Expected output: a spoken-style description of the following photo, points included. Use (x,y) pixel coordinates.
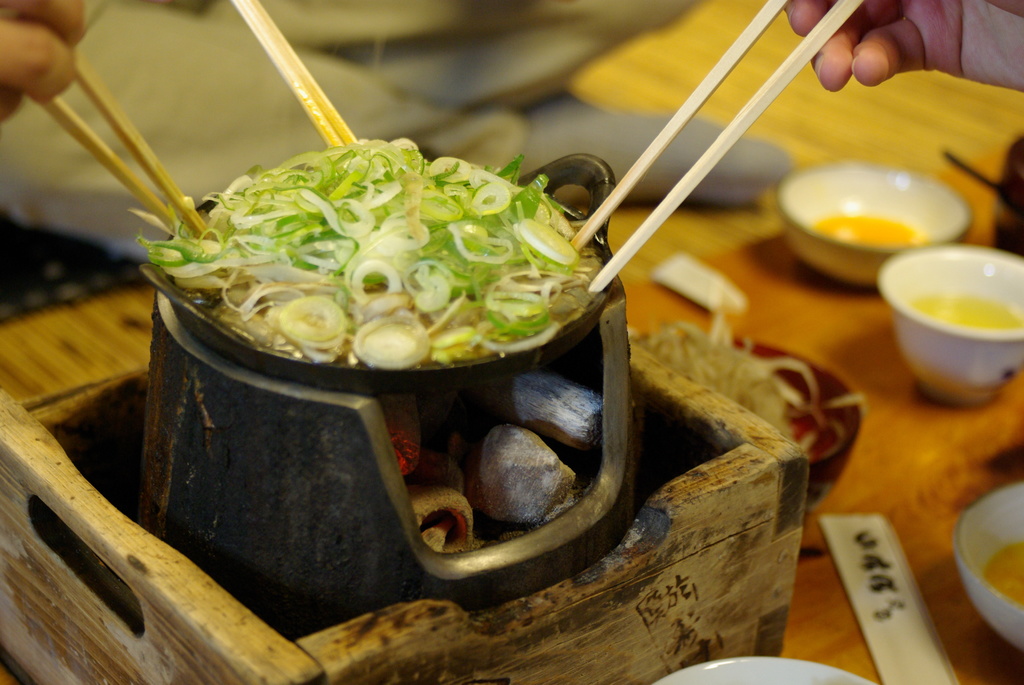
On this table (905,461) there are bowls (864,170), box (570,628) and food (713,354). In this box (478,633) there is a bowl (386,549) with food (388,280) and charcoal (446,492). Persons (8,26) are holding chopsticks (287,70).
